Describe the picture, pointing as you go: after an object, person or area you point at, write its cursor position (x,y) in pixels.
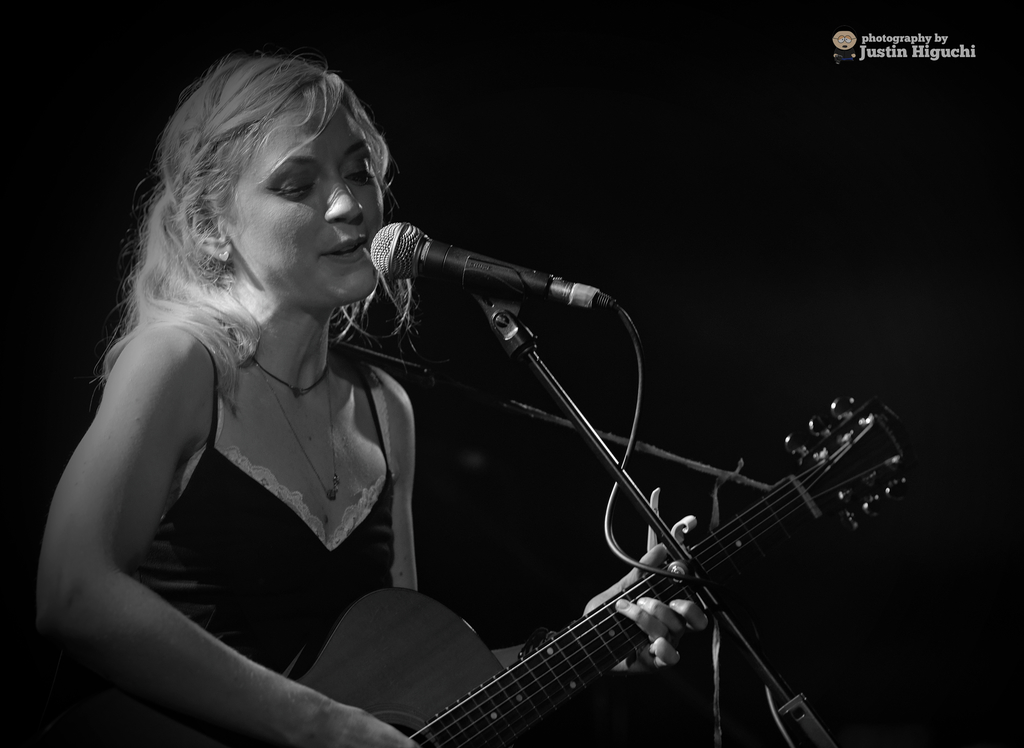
There is a Woman (260,278) looking at the Microphone (383,246), singing song and playing Guitar (524,679). There is a microphone (467,263) which is attached to the stand (809,729).
